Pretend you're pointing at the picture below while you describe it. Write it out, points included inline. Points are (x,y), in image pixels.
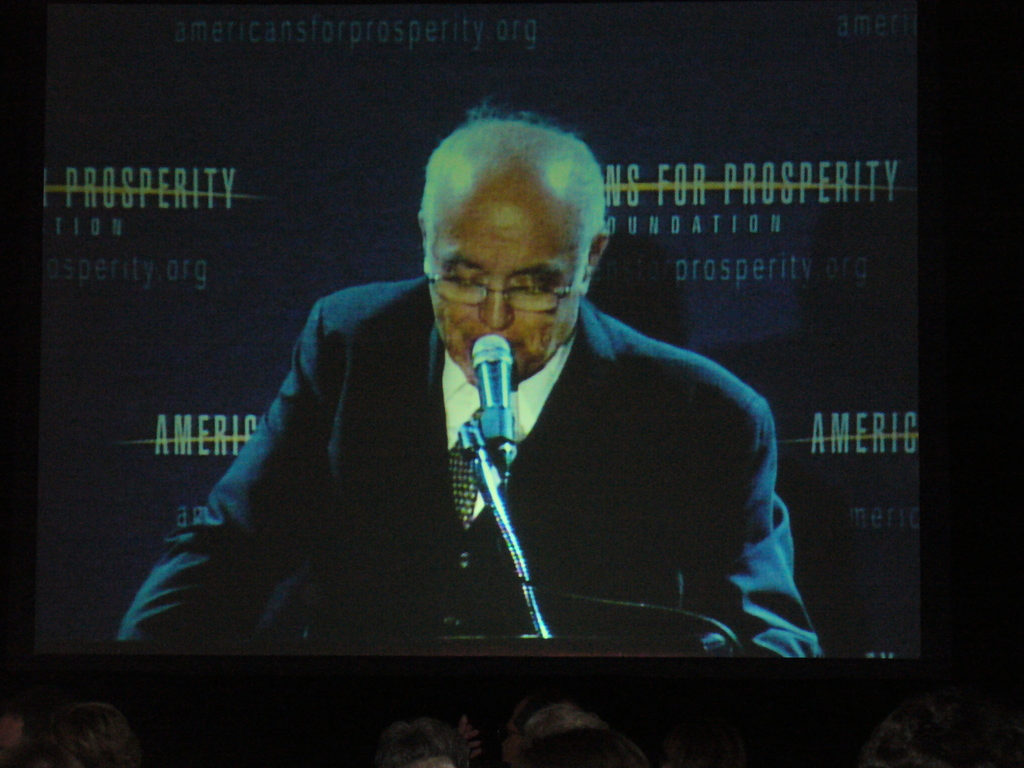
In this picture I can see a projector screen (499,315) in the middle (611,356), in this image I can see a man (564,412) is speaking in the microphone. At the bottom (58,728) there are persons (565,736).
